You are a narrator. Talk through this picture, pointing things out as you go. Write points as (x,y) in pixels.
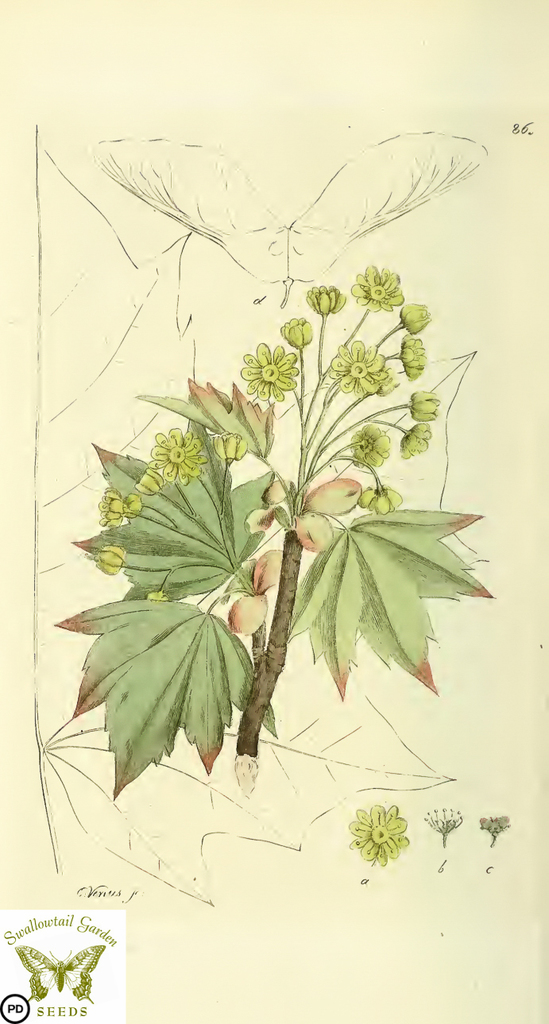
In this picture we can see a painting (331,622) of leaves (320,622), flowers (404,329) and fruits (334,490), at the left bottom (80,962) we can see a logo (66,928) and text (68,921).
